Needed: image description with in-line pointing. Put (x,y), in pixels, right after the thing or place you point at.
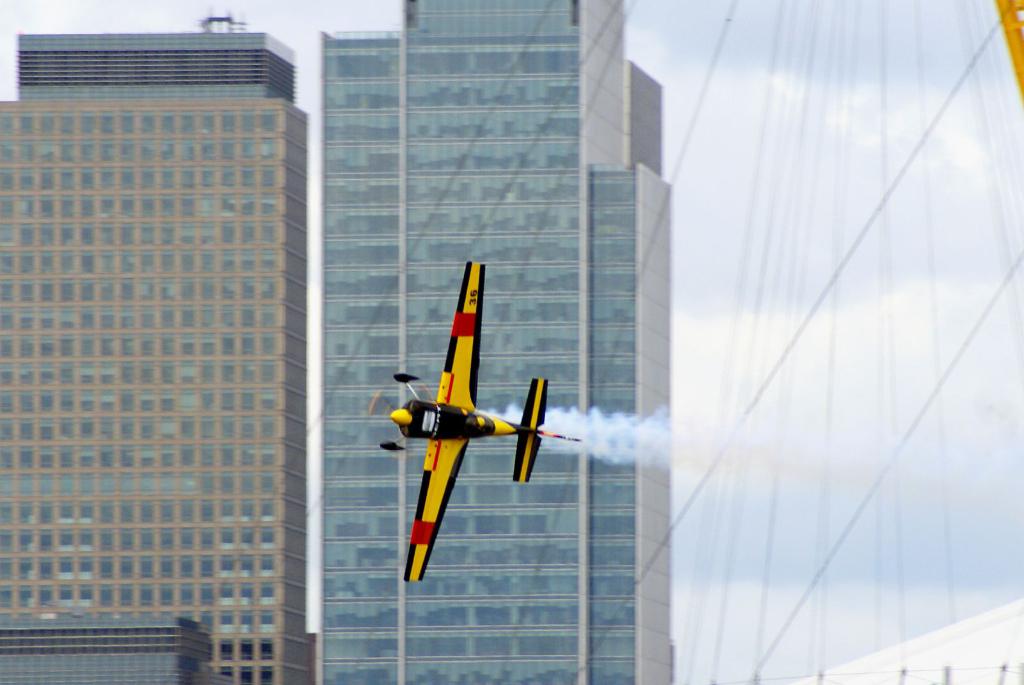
In this image there is an airplane (448,431) flying, in the background (448,293) there are buildings (476,154) and the sky (672,176).
